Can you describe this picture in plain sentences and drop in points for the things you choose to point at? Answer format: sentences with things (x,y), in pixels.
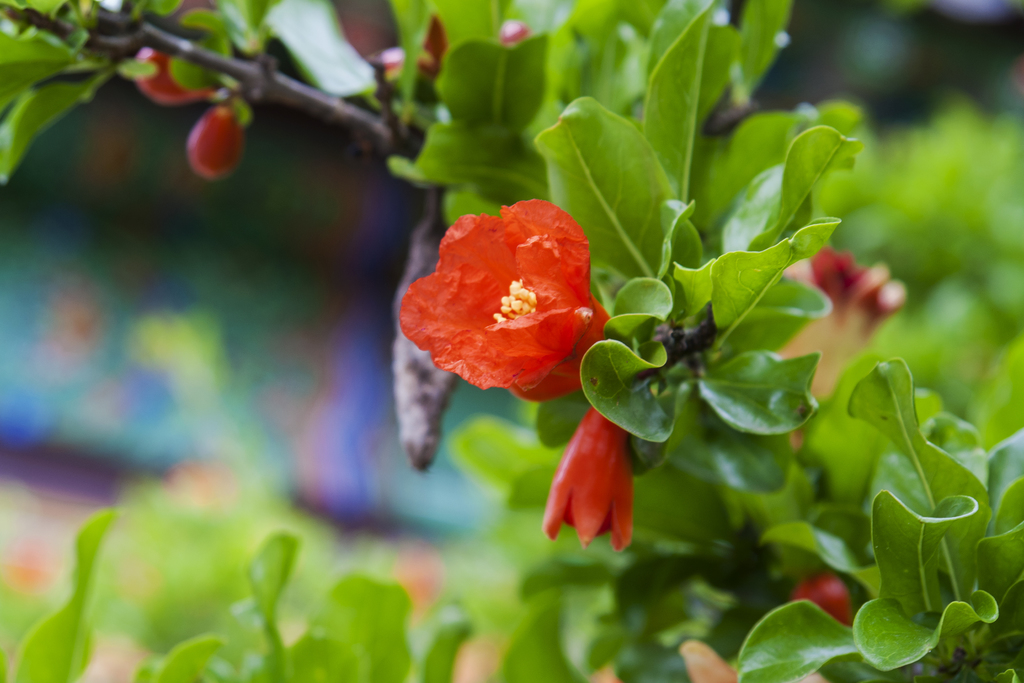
In this picture there is a plant (680,558) which has few flowers (577,524) on it which is in red color and there are some other objects (250,369) in the background (250,369).
